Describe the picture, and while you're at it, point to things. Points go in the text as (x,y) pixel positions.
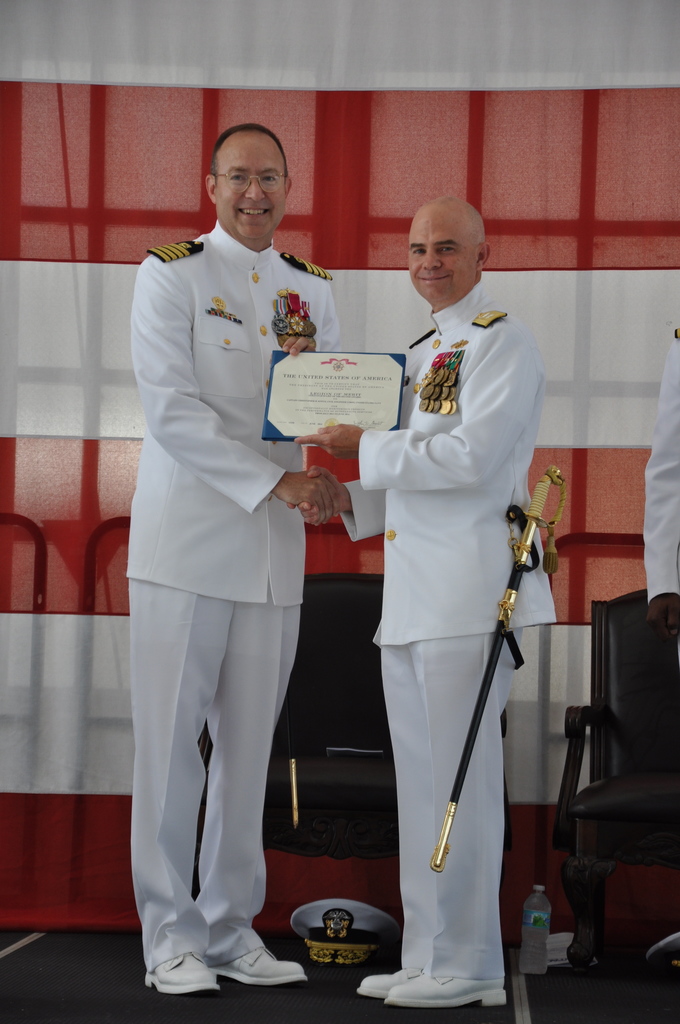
In the center (374,502) we can see the two persons (402,460) were standing and smiling. And the bottom we can see the cap (384,911). And coming to the background (381,128) we can see the curtain (474,187).
